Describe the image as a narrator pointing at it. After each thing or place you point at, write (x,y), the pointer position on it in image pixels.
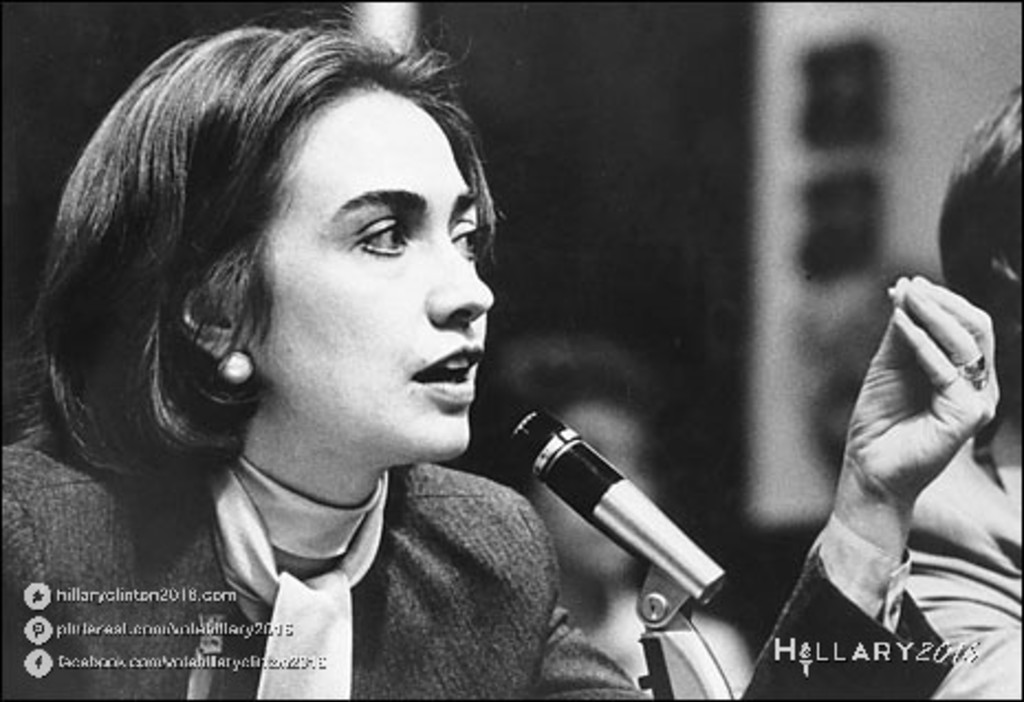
In the image we can see there is a woman (402,377) sitting on chair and wearing scarf (294,616) in her neck (323,532). There is a mic (644,536) with a stand (655,632) and the image is in black and white colour.
